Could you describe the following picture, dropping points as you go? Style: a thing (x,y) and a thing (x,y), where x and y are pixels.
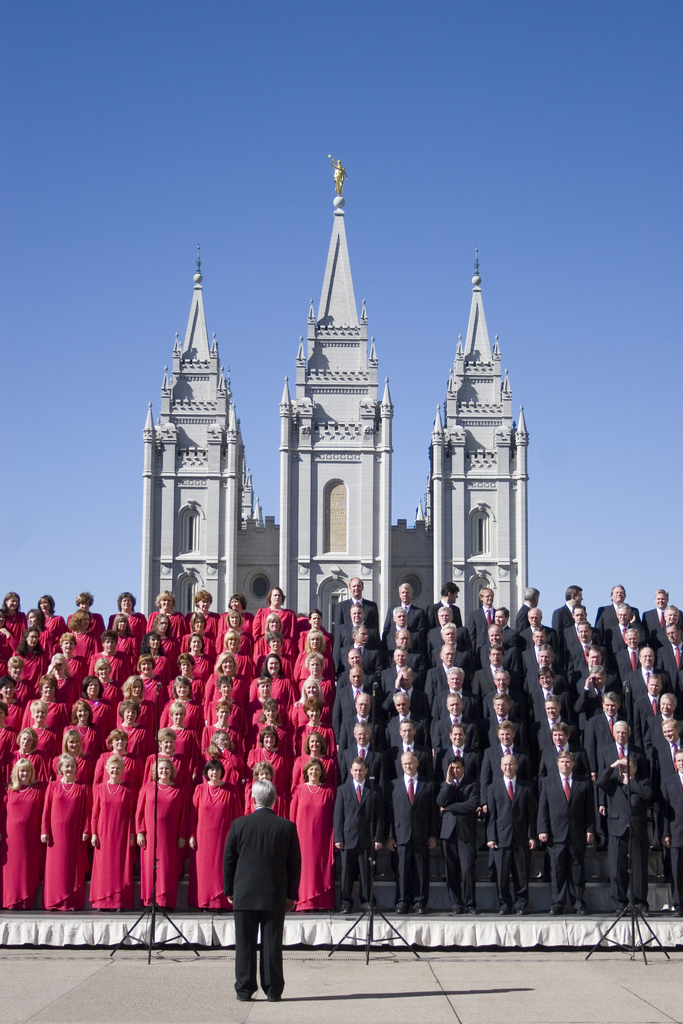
In the center of the image (370,596), we can see a building (347,364) and there are people (406,818) wearing uniforms (379,804) and are standing and we can see some stands (367,951). At the top (301,114), there is sky (507,145) and at the bottom (347,986), there is a road (385,992).
